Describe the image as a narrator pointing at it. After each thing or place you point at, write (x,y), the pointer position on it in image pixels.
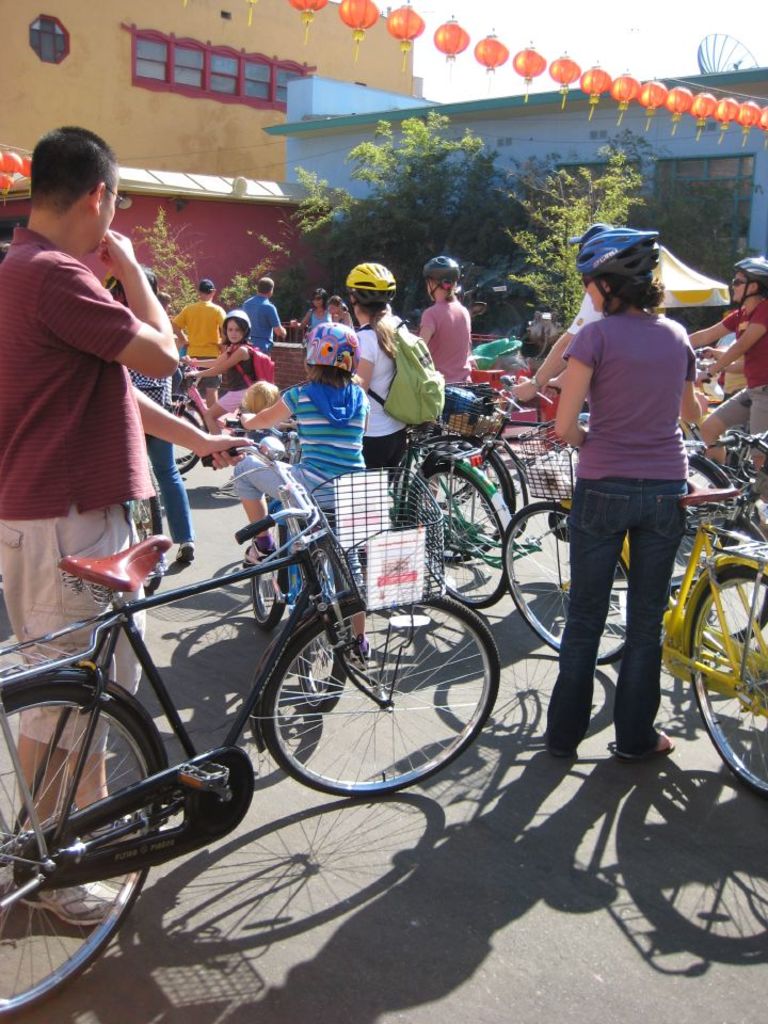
In this picture we can see road (738,843) on which so many bicycles (318,500) present. There are many people (671,351) present holding these bicycles (689,586) and wearing helmets (616,261). In the background (204,181) we can see buildings (192,143), trees (491,247).
